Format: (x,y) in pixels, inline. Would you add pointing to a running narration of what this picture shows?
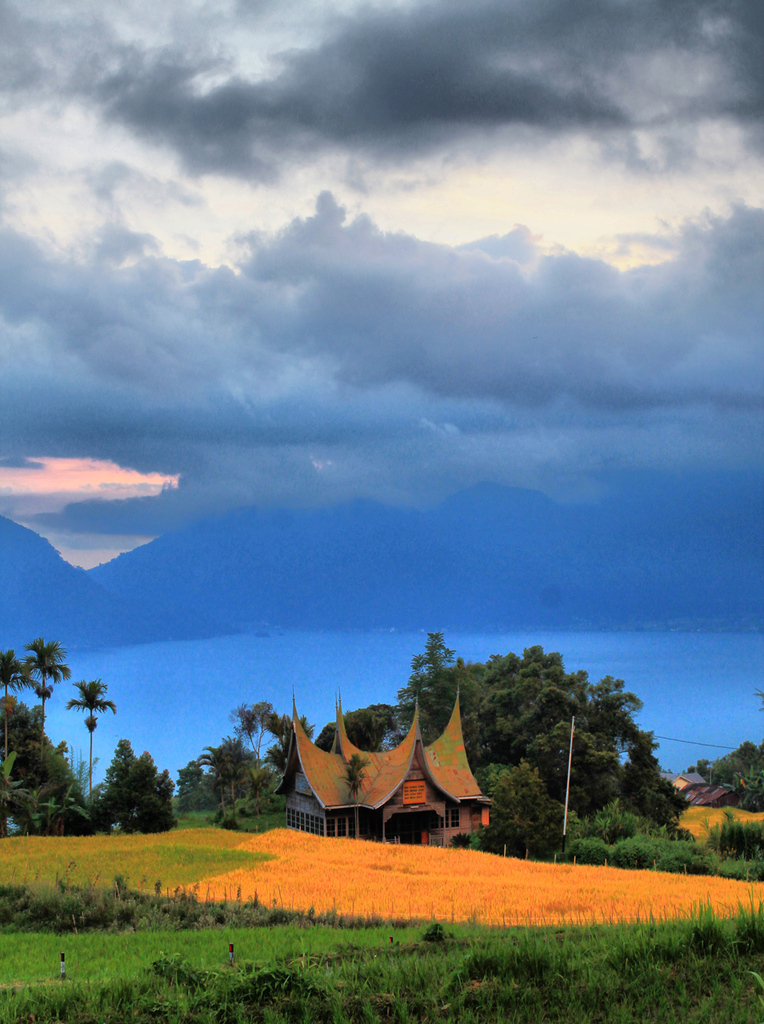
In the image there is a home (383,823) in the middle of the grassland (98,989) and trees (496,799) behind it and above its sky (438,254) with clouds (233,416).
